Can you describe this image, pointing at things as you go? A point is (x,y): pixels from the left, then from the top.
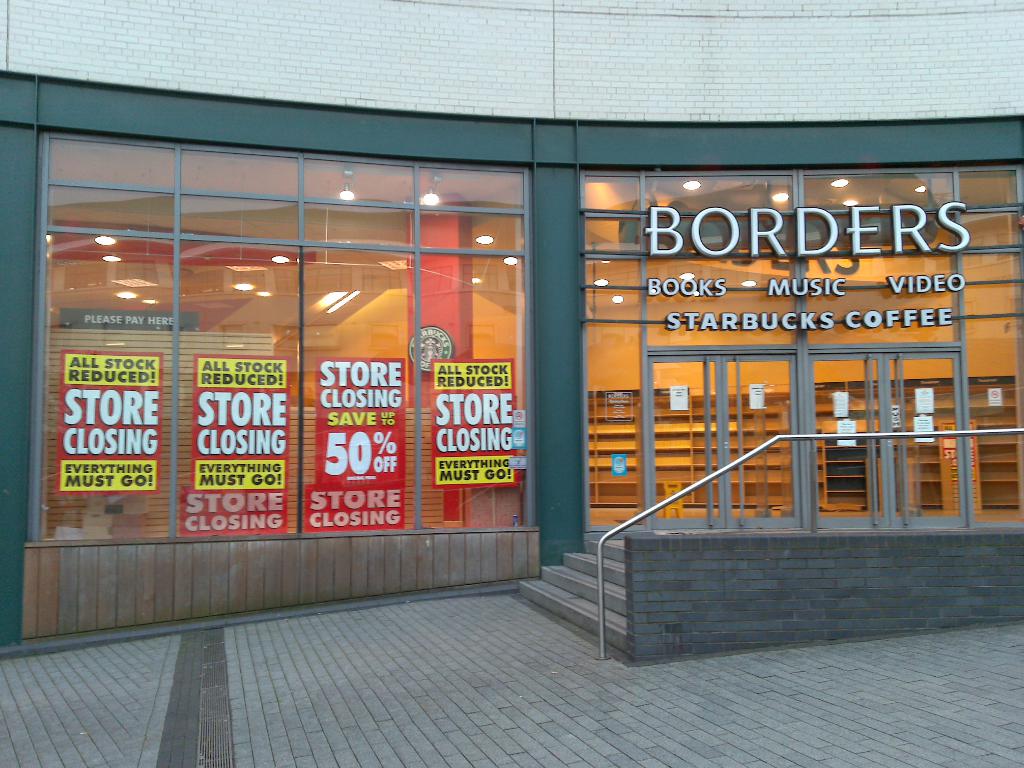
In this picture I can observe a building (394,109). I can observe some posters (148,455) on the glass (428,446). On the right side (750,439) there is a railing (600,636) and glass doors (753,410).
